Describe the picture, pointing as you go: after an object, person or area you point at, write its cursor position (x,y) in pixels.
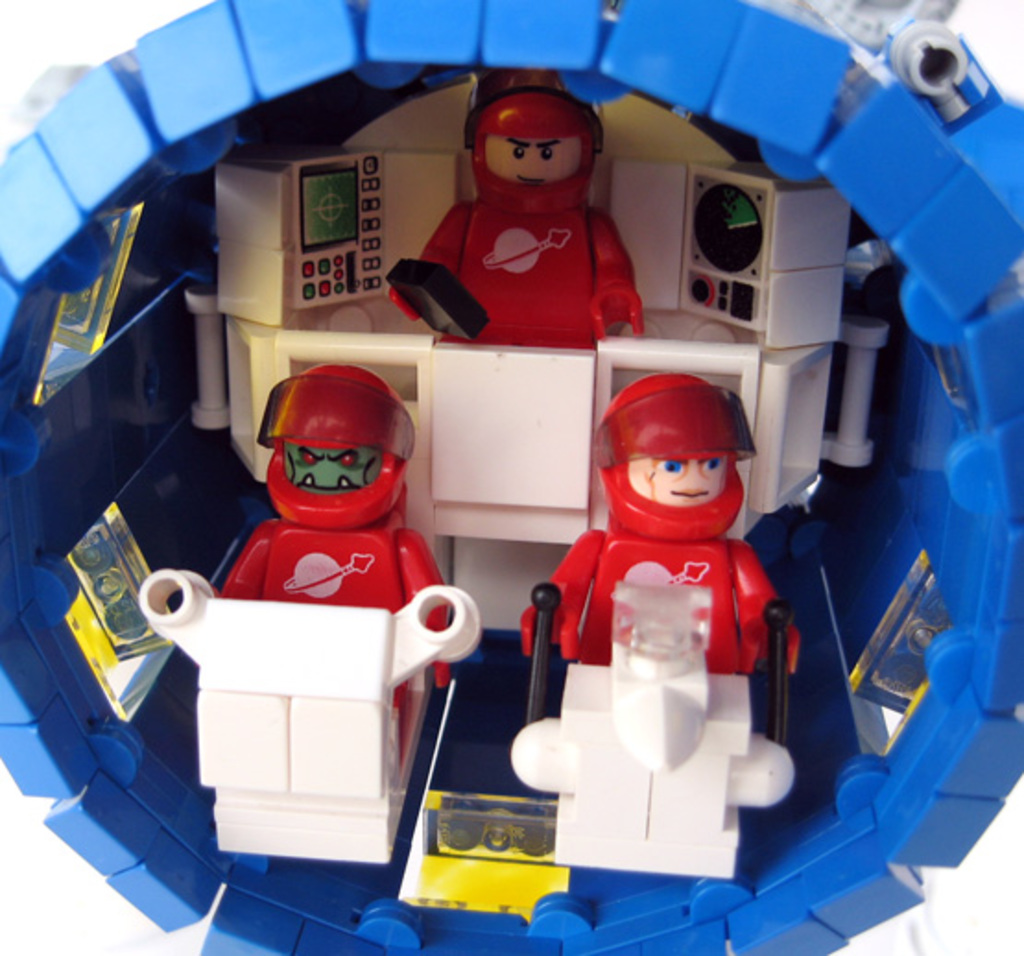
In the image we can see some toys (651,35).
